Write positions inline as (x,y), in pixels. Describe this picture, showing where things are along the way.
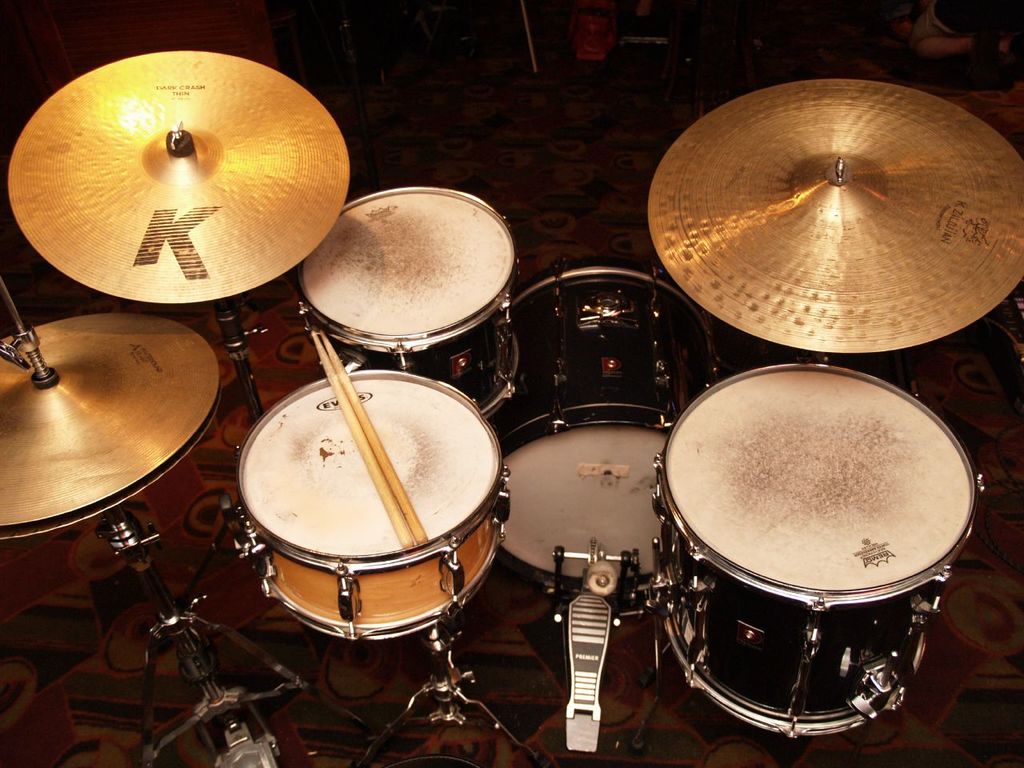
These are the drums (575,463). This looks like a hi-hat instrument (94,443), which is placed on the floor (425,665). I can see the drum sticks (326,346), which are placed on a drum head (358,483).
